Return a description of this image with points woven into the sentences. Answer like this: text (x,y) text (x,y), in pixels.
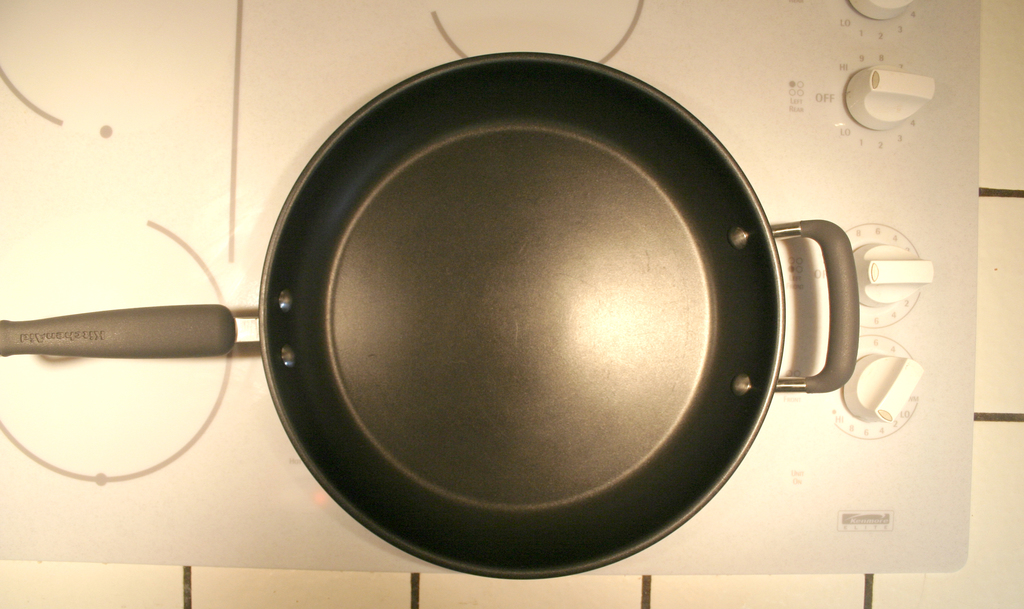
As we can see in the image there is an induction stove (161,146) and frying pan (459,366).
